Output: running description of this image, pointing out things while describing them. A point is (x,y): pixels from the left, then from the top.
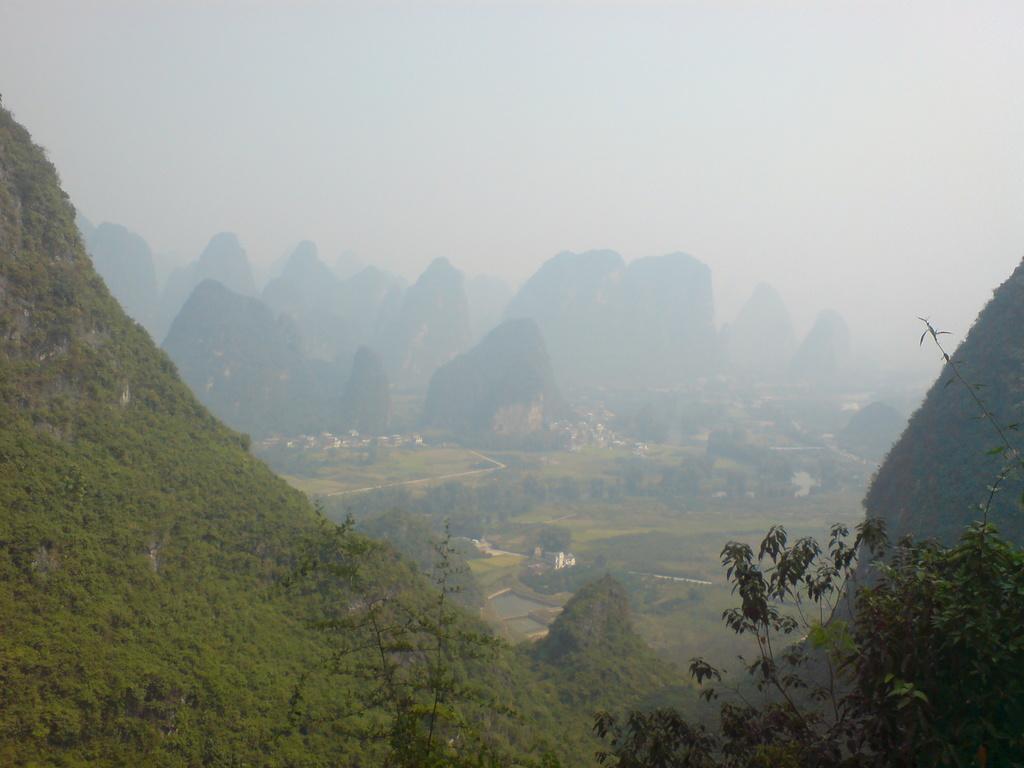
In this picture I can see there are few mountains (334,390) and there are trees (201,659) on the mountains (580,592) and the sky (376,68) is foggy.
